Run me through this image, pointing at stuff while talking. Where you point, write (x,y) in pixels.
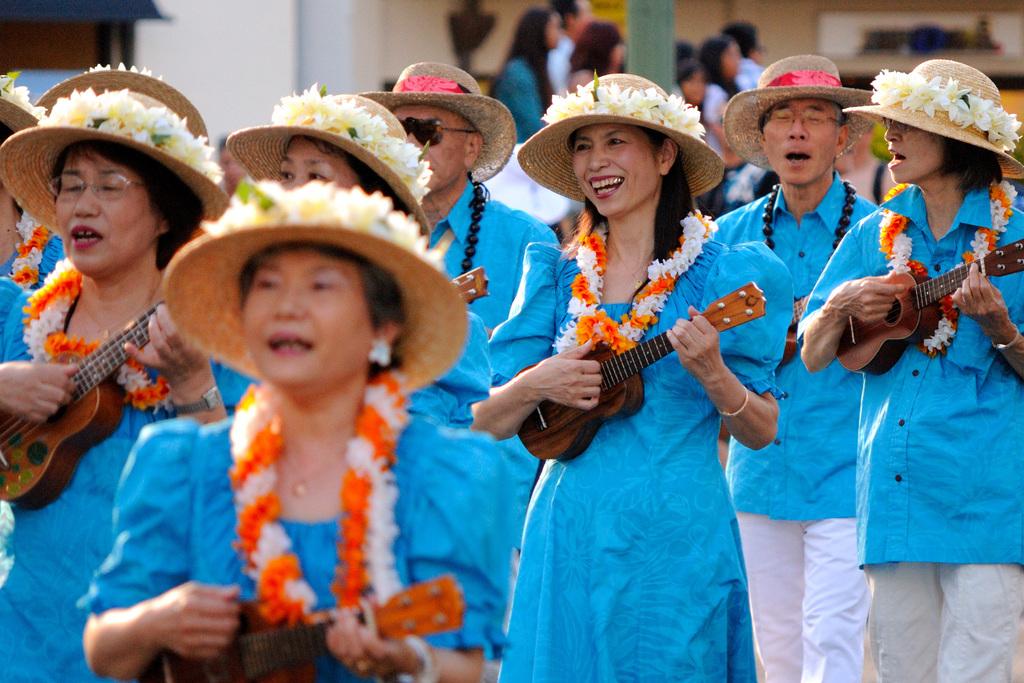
In this image I can see a group of people (489,235) holding a guitar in their hands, wearing blue tops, hats (366,240), flowers (267,214) on hats (428,72) and garlands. I can see some more people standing far behind them.
